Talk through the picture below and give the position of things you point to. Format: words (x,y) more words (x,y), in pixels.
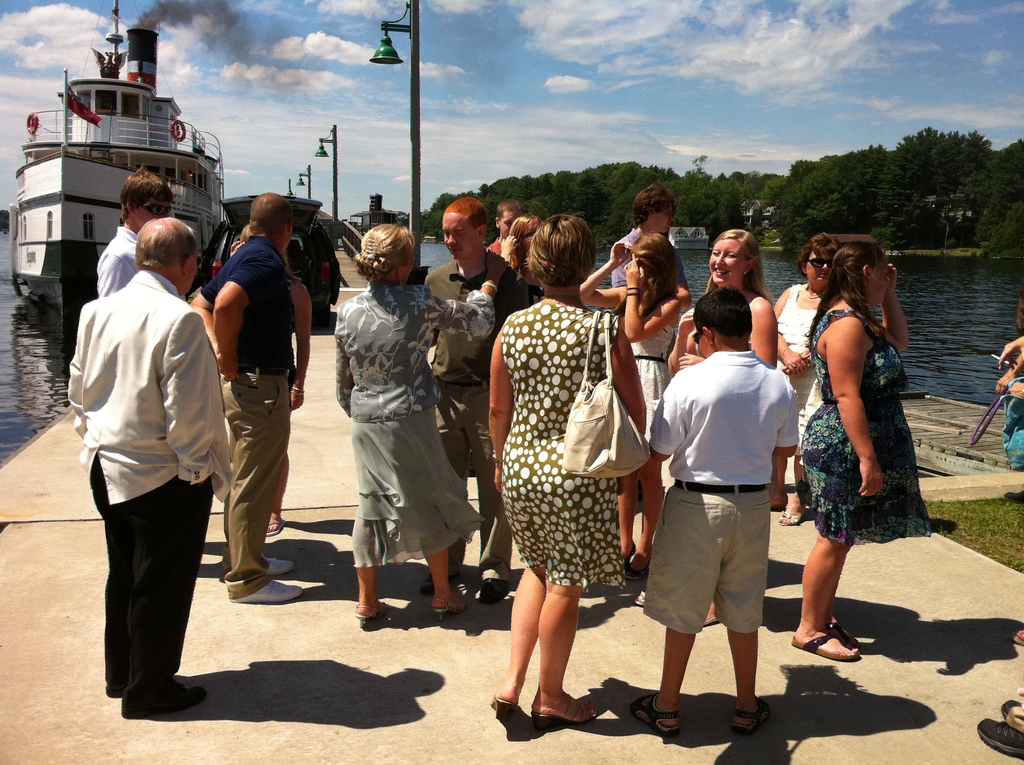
In this image I can see number of persons (594,379) are standing on the ground (324,345). I can see the water (943,307), few metal poles (413,169) and few lights (325,149) to them, a ship (104,194) which is white and black in color on the surface of the water (36,330) and a flag (94,122) on the ship (79,119). In the background (556,195) I can see few trees (530,182) and the sky (617,96).
